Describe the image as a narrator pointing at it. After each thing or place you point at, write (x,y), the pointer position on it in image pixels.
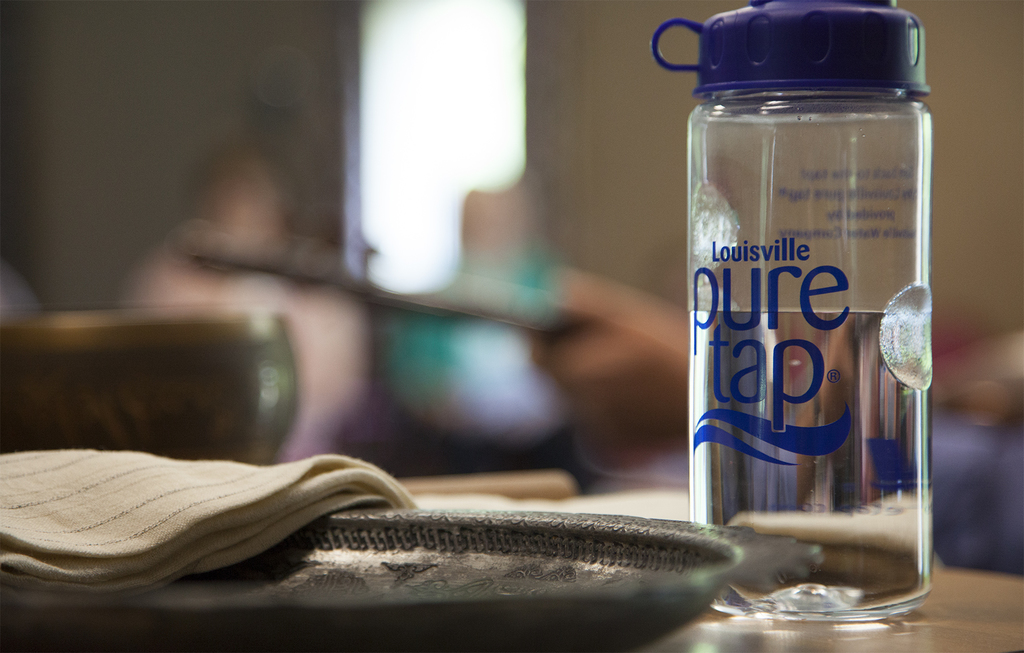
The bottle (777,392) placed on a table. The bottle (838,411) filled with water (747,423). There is a plate (409,589) next to the bottle (756,440). There is a cloth (329,458) on a plate (387,518).
